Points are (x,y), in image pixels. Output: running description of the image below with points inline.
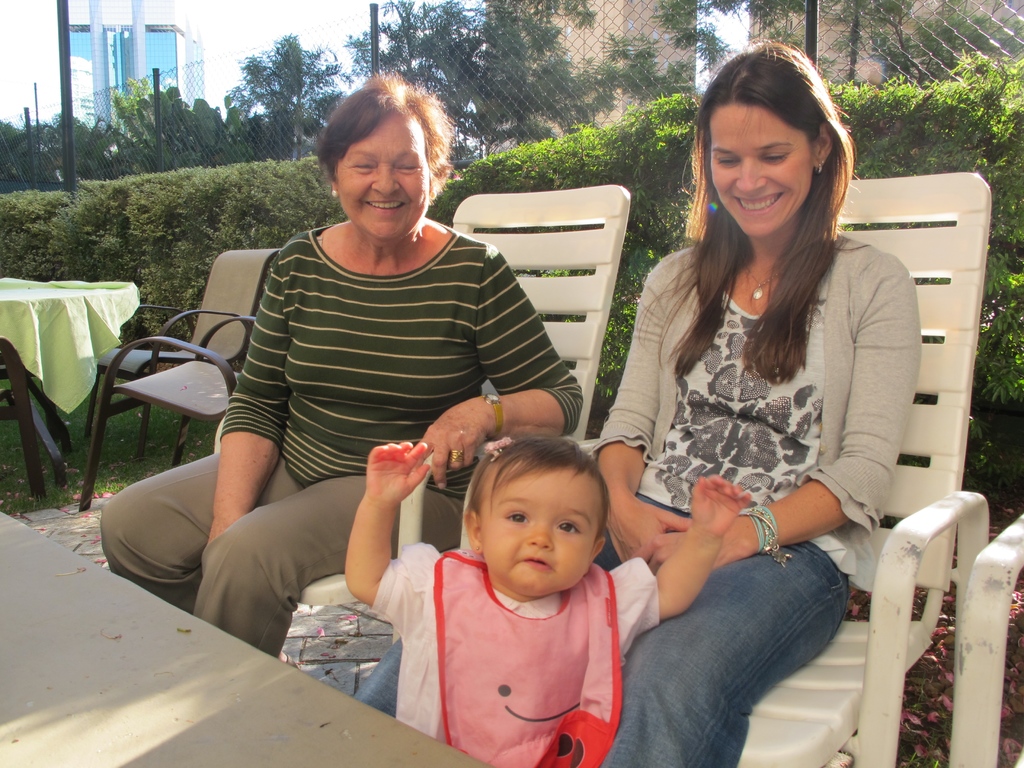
This is a picture taken in the outdoors. It is sunny. There are two women's (361,295) sitting on a chair (910,452) and looking a baby (467,616). Behind the people (398,373) there are bushes (204,222), fencing (158,133) and a building (129,65).
